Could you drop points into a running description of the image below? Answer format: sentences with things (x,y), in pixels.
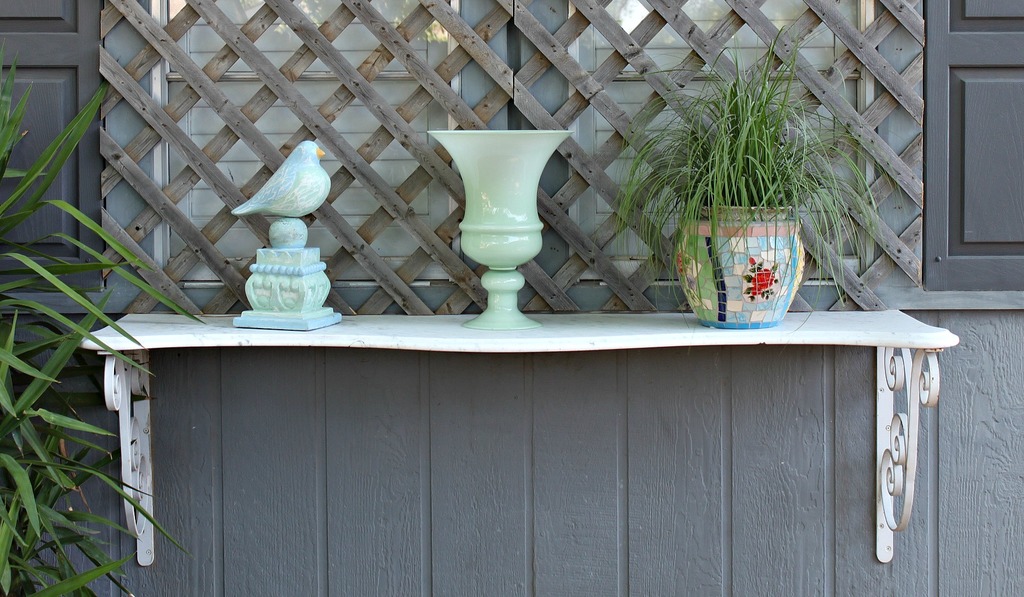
The picture is taken outside a building (108,495). On a stand (781,330) there is a statue (304,273), pot (522,211) and plant pot (707,240). In the left (45,182) there is a plant (22,496). In the background (254,87) there is window (847,91) and fence (729,71).
